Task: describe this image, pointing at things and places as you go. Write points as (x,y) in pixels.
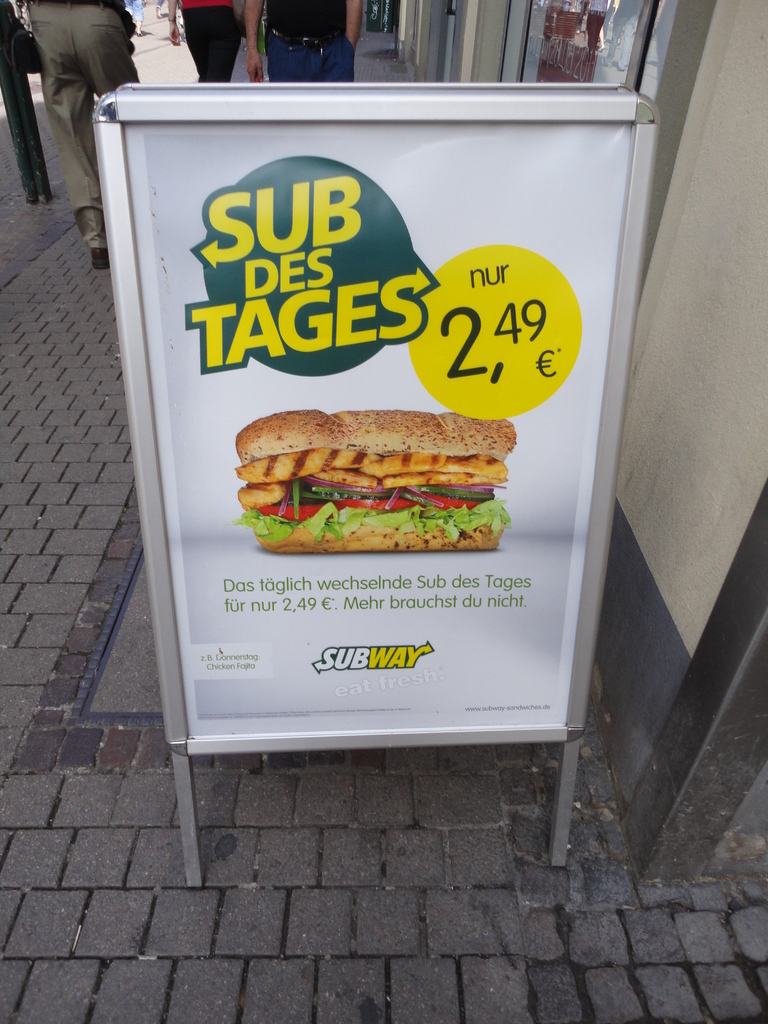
In this picture we can see a board (383,593) in the front (378,616), on the left side (248,26) there are some people (280,78) walking, on the right side (739,332) there is a wall (740,342), we can see a depiction of a sandwich (352,412) and some text (355,295) on the board (375,500).
